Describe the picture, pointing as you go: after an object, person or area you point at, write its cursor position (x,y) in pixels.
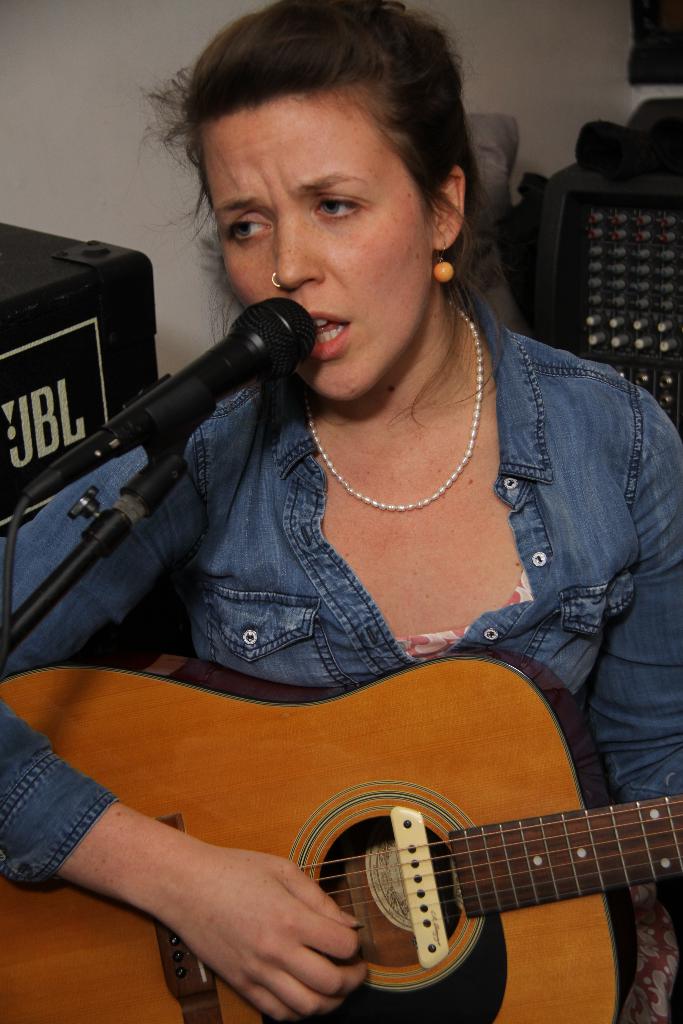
As we can see in the image there is a woman (467,645) holding guitar (395,679) and singing on mic (181,388).
